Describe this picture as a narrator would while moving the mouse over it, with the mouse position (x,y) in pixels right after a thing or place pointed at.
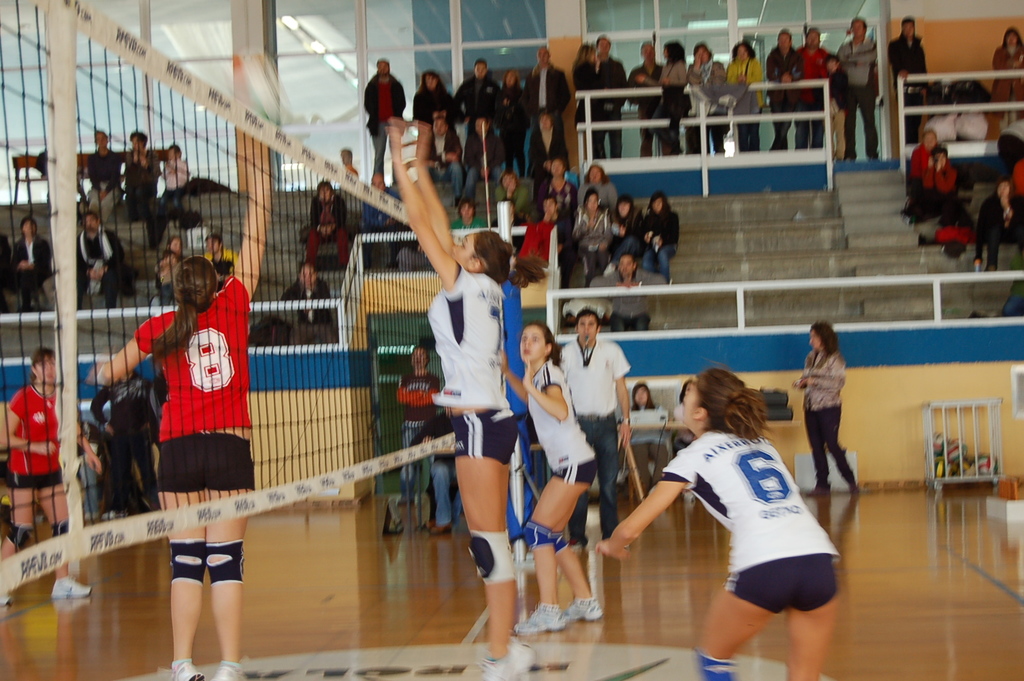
In this picture there are girls (23,475) in the center of the image (583,441), there is net (419,301) on the left side of the image (328,228) and there are other people (505,145) those who are sitting on stairs (728,234) in the background area of the image (317,188) and there are glass windows (417,27) at the top side of the image (527,52).
